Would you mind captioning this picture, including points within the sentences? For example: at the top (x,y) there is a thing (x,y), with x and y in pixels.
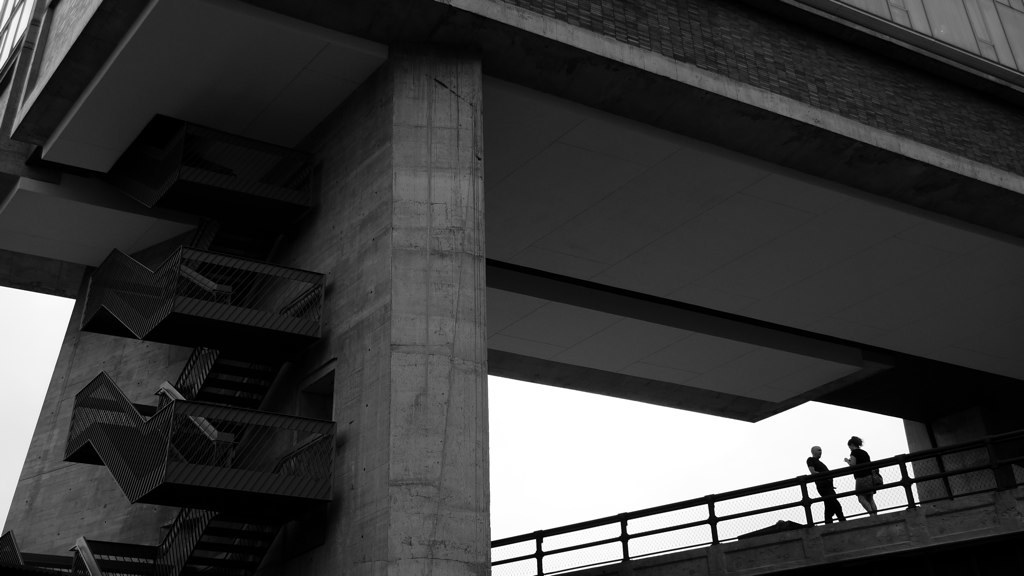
In this picture I can observe a building (428,145). On the left side (187,363) there are stairs (163,440). On the right side (834,502) I can observe two people (822,480) standing behind the railing (733,492). In the background (611,496) there is a sky (585,436). This is a black and white image.
